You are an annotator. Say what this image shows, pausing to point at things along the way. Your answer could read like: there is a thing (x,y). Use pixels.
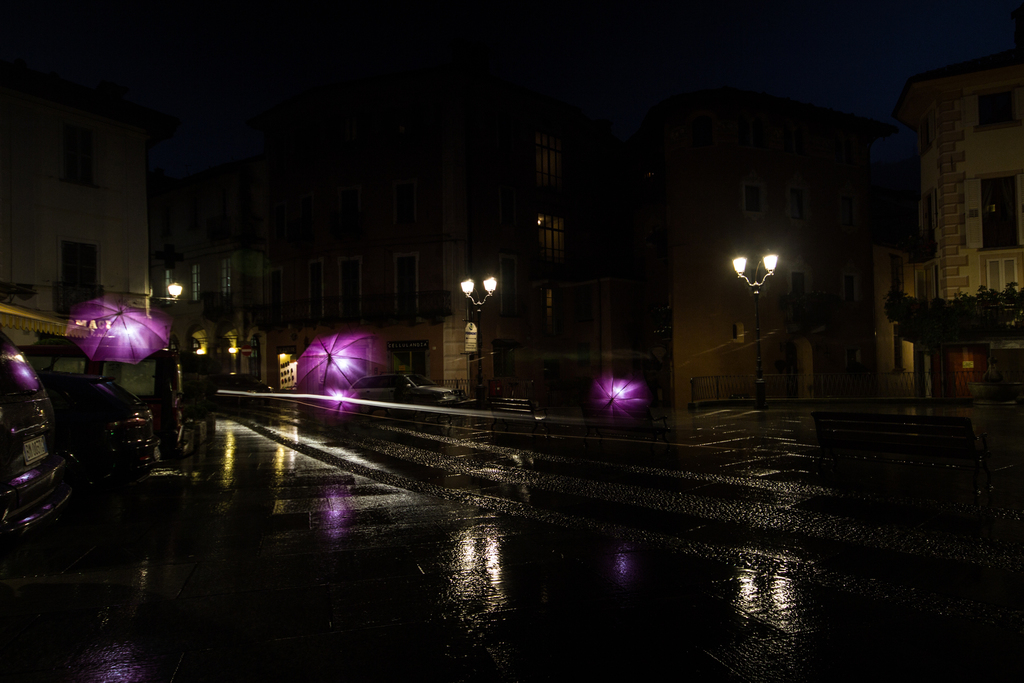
In this image we can see there are buildings (447,218), in front of the building (697,296) we can see there are street lights (172,299) and vehicles (151,366) parked on the ground (274,406). And we can see the road (305,409) and plants (921,320).
